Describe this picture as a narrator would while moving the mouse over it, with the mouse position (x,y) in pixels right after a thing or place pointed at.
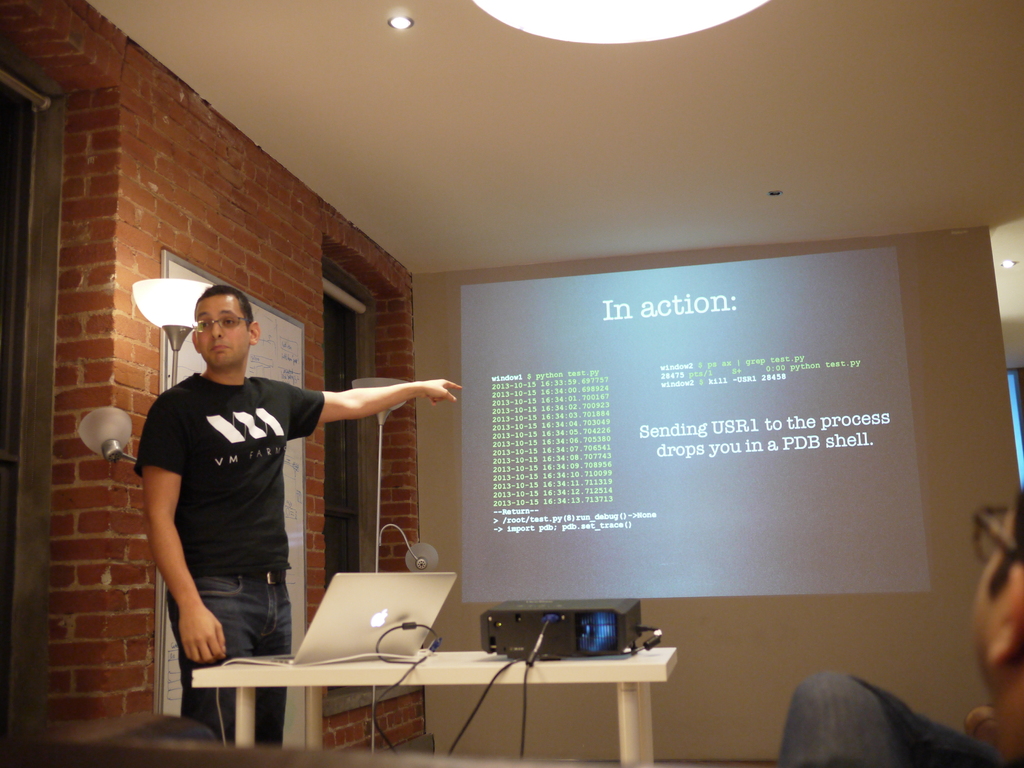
This is an image clicked inside the room (436,707). On the left side (221,445) there is a man (240,511) wearing black color t-shirt (240,514) and standing and pointing out at the screen (499,388). On the bottom of the image (491,673) there is a table (464,673), on the table (511,673) there is a laptop (428,620) and one projector (510,630). On the right corner of the image (968,736) I can see a person's head (991,658) and leg (908,728). On the left side (289,244) there is a wall (186,242) and one board (289,340) is attached to that wall (263,290).
